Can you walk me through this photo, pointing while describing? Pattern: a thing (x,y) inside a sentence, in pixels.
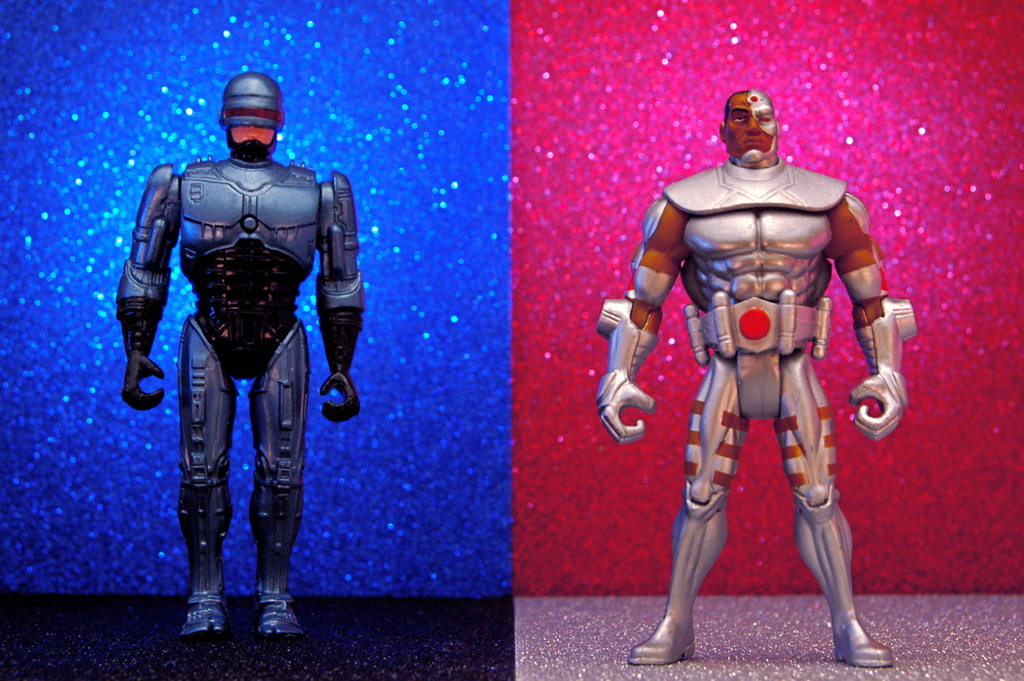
This is a collage image as we can see there is a image of a robot (326,301) on the left side of this image (295,348), and there is one another robot image (641,322) on the right side of this image (731,379).
